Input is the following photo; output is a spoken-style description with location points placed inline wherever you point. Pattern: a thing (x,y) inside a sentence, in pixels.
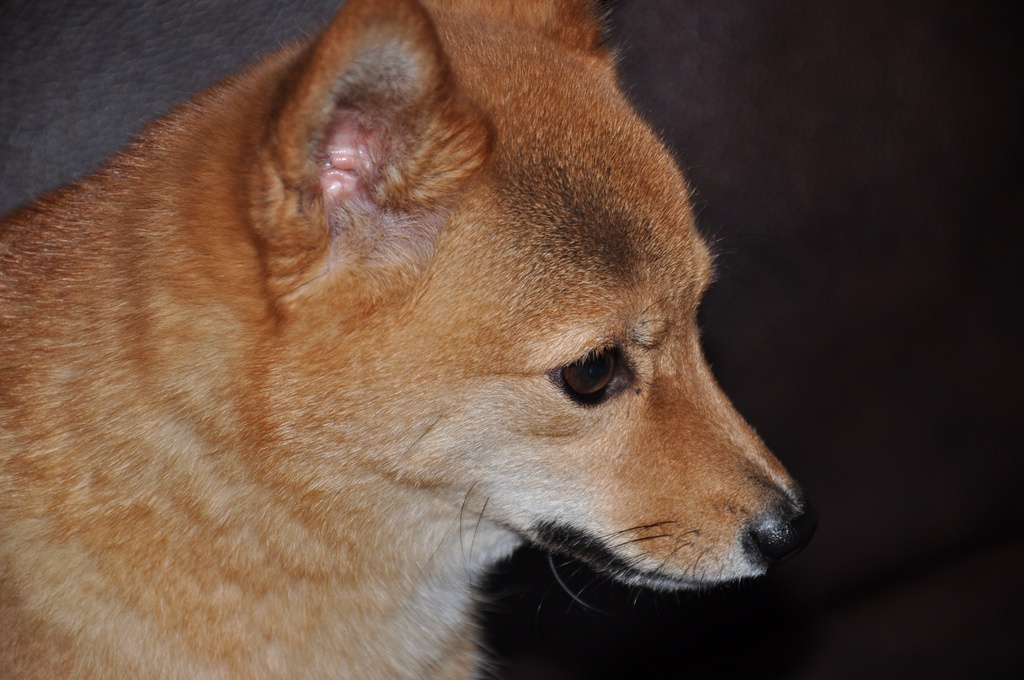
In the foreground of the image (22,430) there is a dog (416,653).
